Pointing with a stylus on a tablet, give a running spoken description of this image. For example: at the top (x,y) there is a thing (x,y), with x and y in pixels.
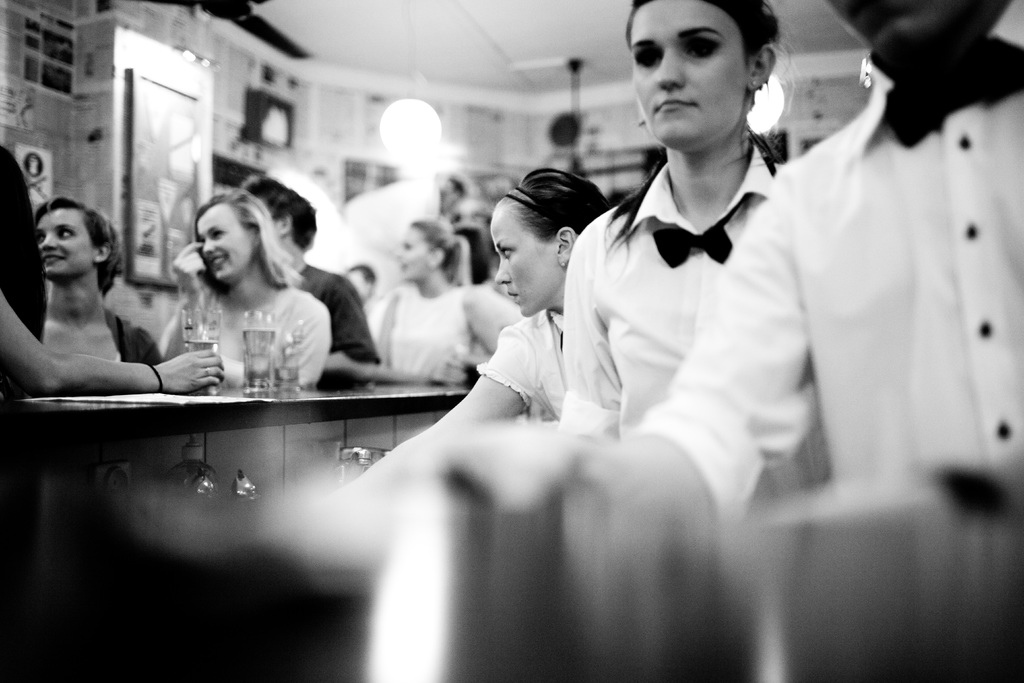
This picture might be taken inside the room (343,495). In this image, we can see group of people (929,360) are in front of the table (224,446), on that table (226,445), we can see some glasses (218,337). At the top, we can see a fan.
